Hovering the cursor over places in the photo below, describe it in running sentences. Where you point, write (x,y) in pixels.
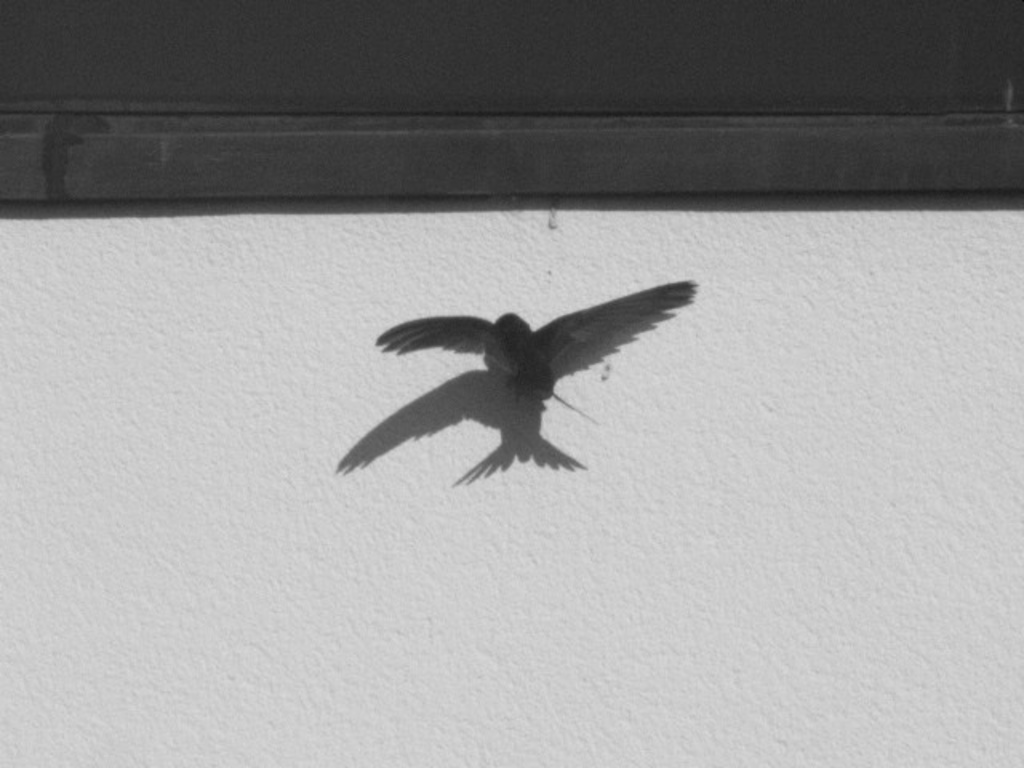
In the image in the center (437,324) we can see one bird (503,338) flying. In the background (464,309) there is a wall (787,306) and some black color object (392,21).
